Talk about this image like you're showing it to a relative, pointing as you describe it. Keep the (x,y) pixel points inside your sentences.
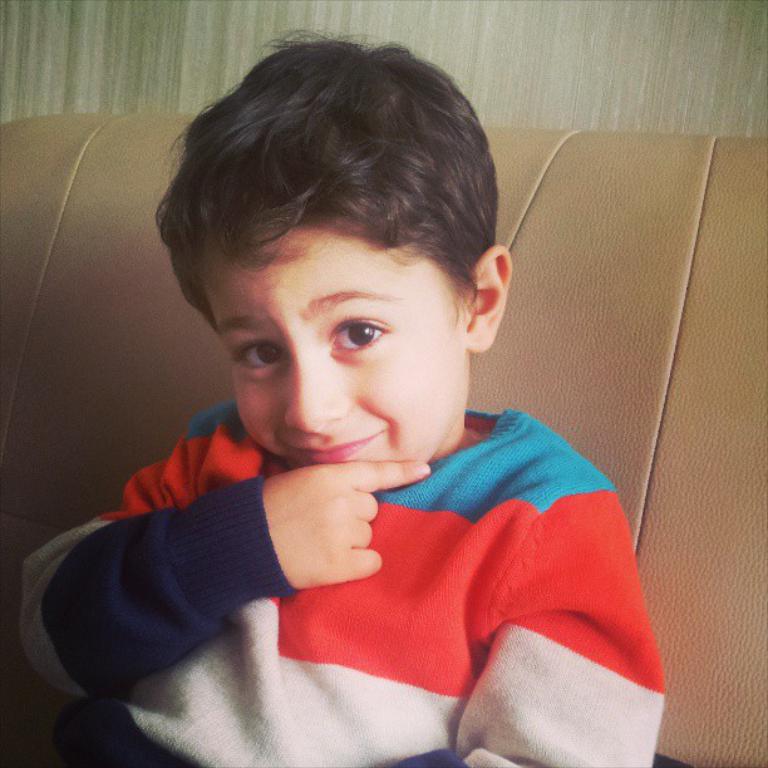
In this image we can see a boy (533,499) is sitting on a sofa (184,123). In the background (304,5) we can see the wall (223,5).
